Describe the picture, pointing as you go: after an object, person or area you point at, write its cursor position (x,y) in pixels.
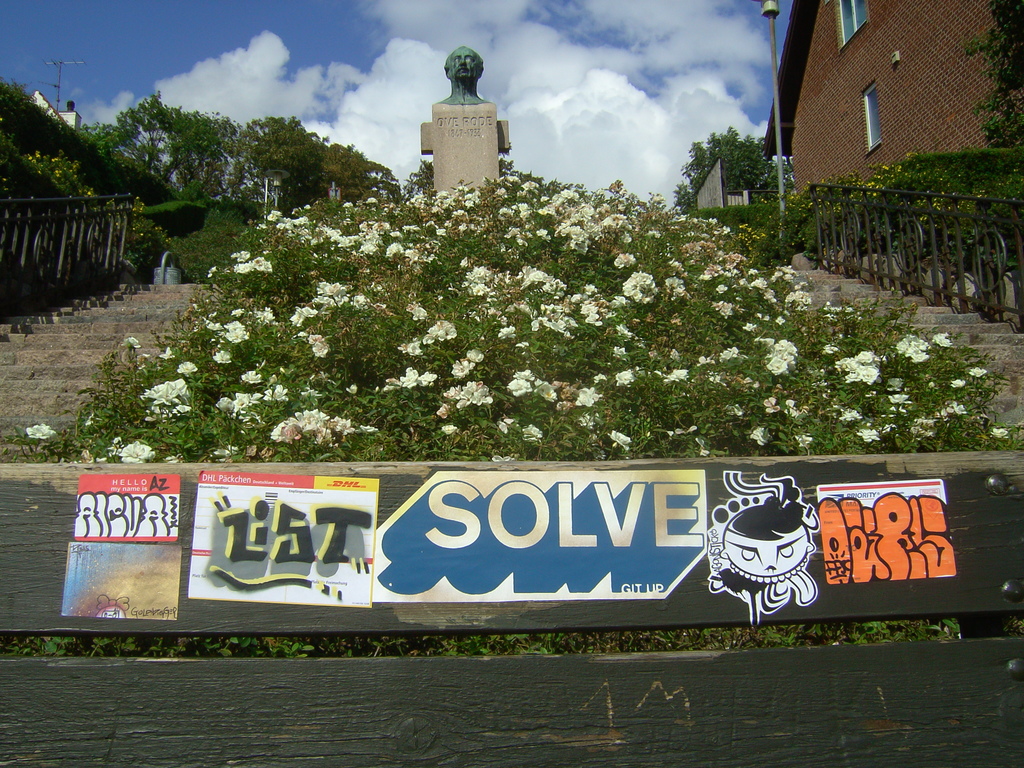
Here we can see a board (498,618), plants (426,342), flowers (538,284), fence (949,274), poles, trees (214,175), sculpture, windows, and a building (899,14). In the background (563,31) there is sky (435,60) with clouds (664,134).
